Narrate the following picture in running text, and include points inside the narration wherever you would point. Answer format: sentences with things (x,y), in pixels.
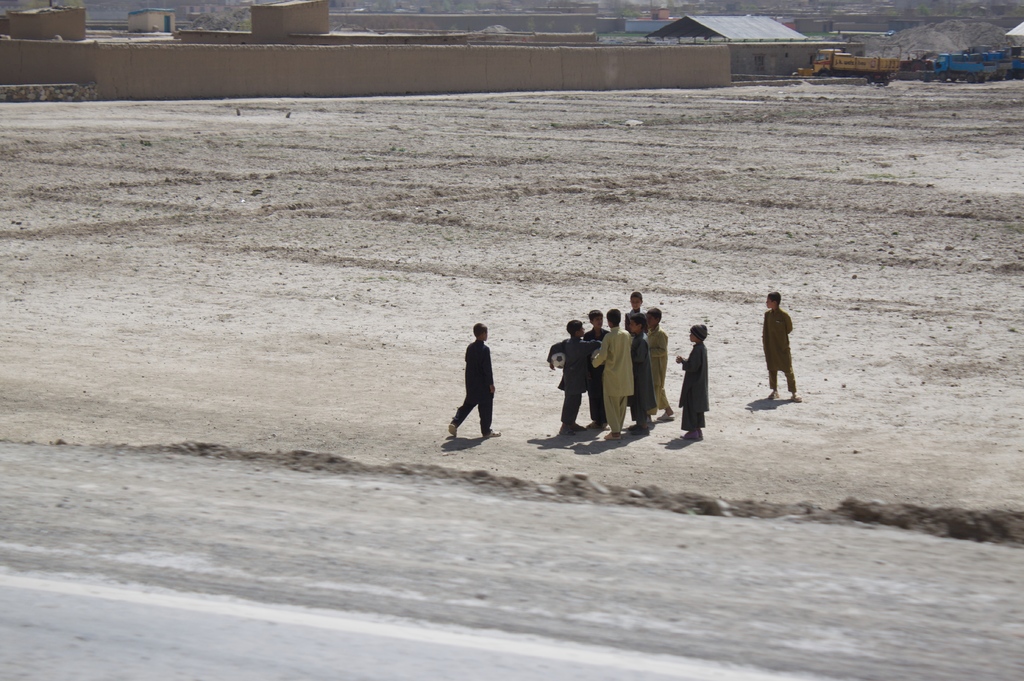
In the middle of the image (649,414) few people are standing. At the top of the image (278,19) there are some vehicles (960,65) and buildings (253,16) and there is wall (192,76).
